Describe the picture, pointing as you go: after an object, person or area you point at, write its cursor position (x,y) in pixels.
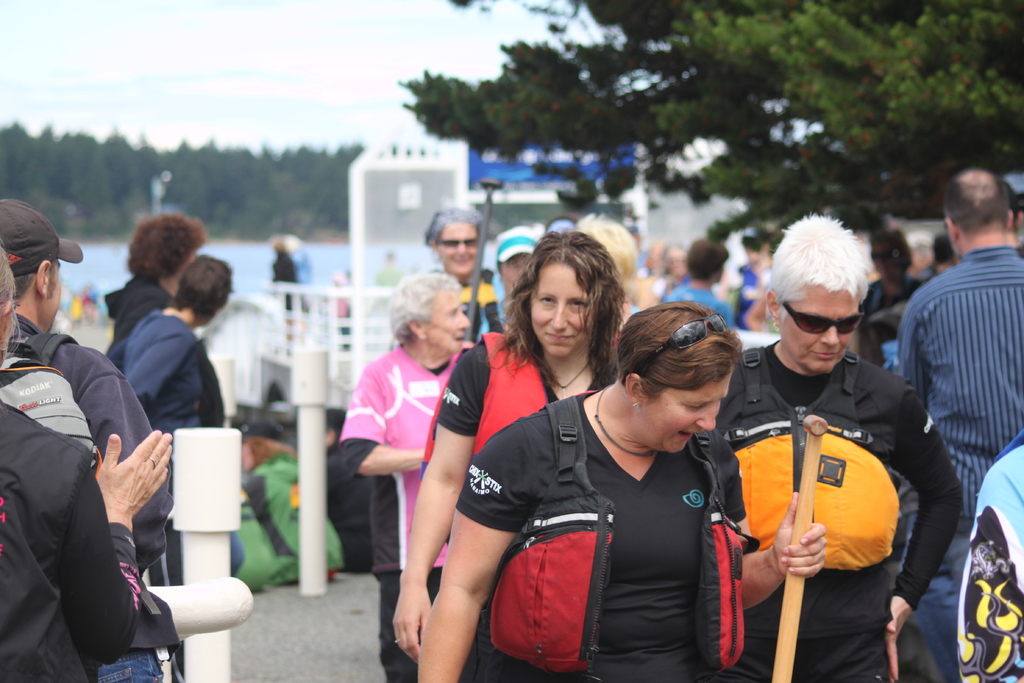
Here we can see crowd (469,293). Background (762,88) it is blurry and we can see trees (333,169). This woman (612,409) is holding a stick (812,497).
